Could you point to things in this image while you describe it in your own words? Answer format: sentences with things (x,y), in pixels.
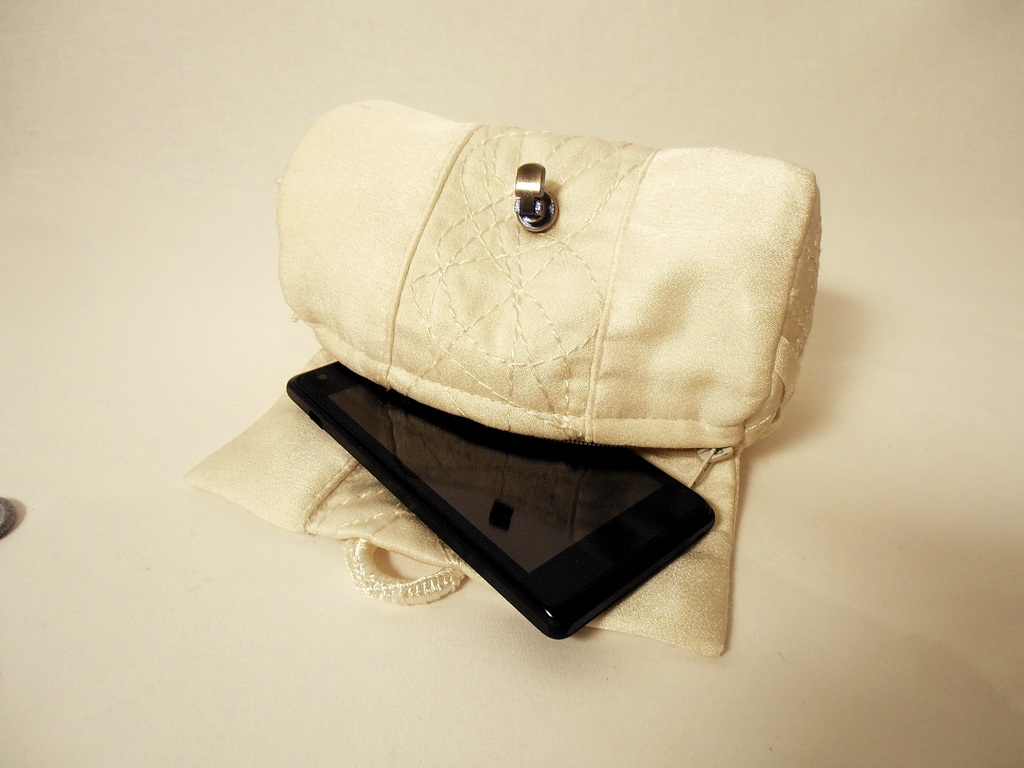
This Image consists of a purse (652,264) and in that purse (374,527) there is a mobile (457,486) which is in black color. This purse (734,271) is placed in the middle of the image (463,277) it is in cream color.
